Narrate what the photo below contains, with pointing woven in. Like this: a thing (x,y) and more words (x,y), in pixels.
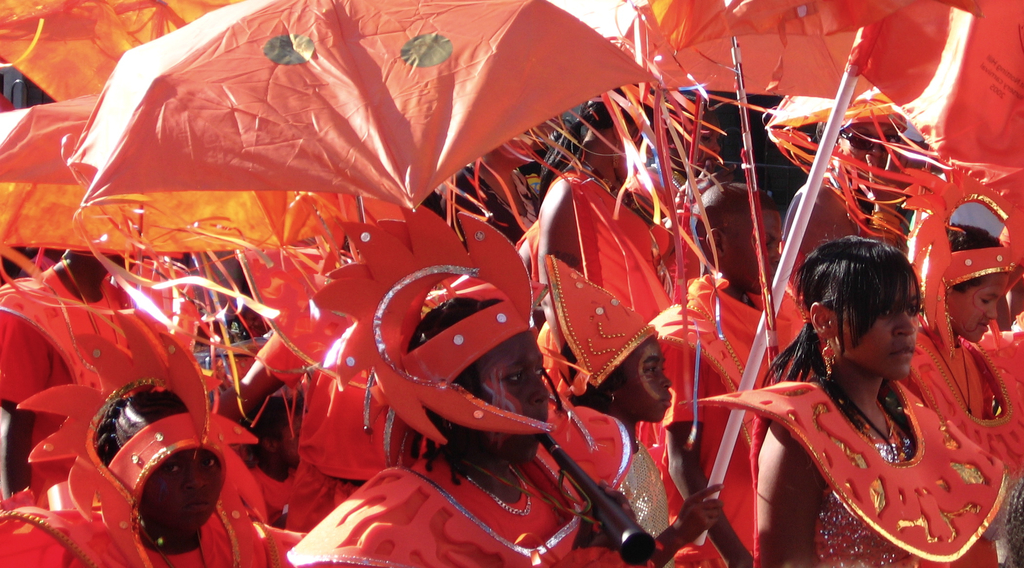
In this image there are group of people (554,287) who are wearing the red color costume (674,360) are holding the umbrellas (307,137) and sticks (681,273). They are wearing all the decorative items (508,507).
